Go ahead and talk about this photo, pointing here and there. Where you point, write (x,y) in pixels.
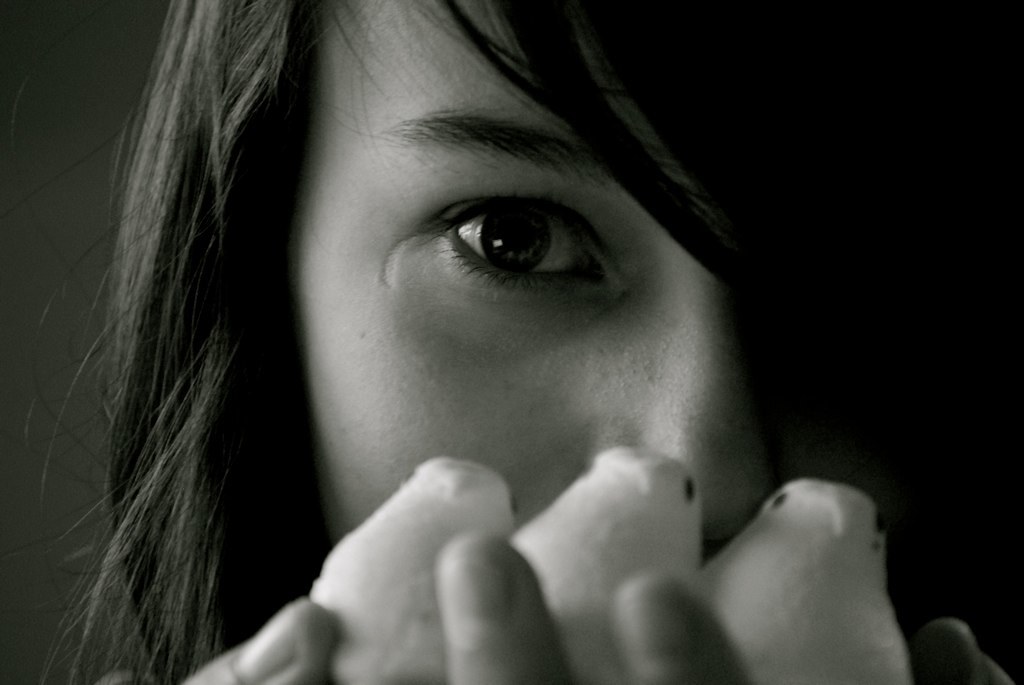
In this I can see a woman (435,239), she holding an object (676,496) with her hand (930,668).
